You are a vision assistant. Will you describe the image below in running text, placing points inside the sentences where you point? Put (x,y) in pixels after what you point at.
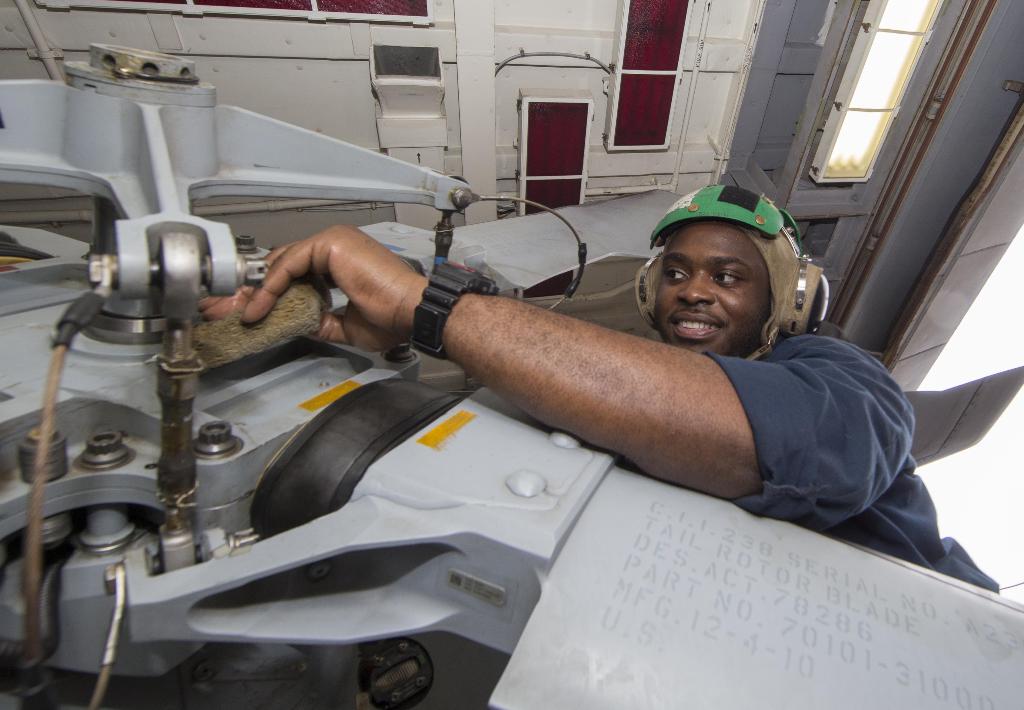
In this image we can see person (544,386) standing at the machinery (373,461). In the background (725,162) there is a lights (850,111) and roof (453,86).
